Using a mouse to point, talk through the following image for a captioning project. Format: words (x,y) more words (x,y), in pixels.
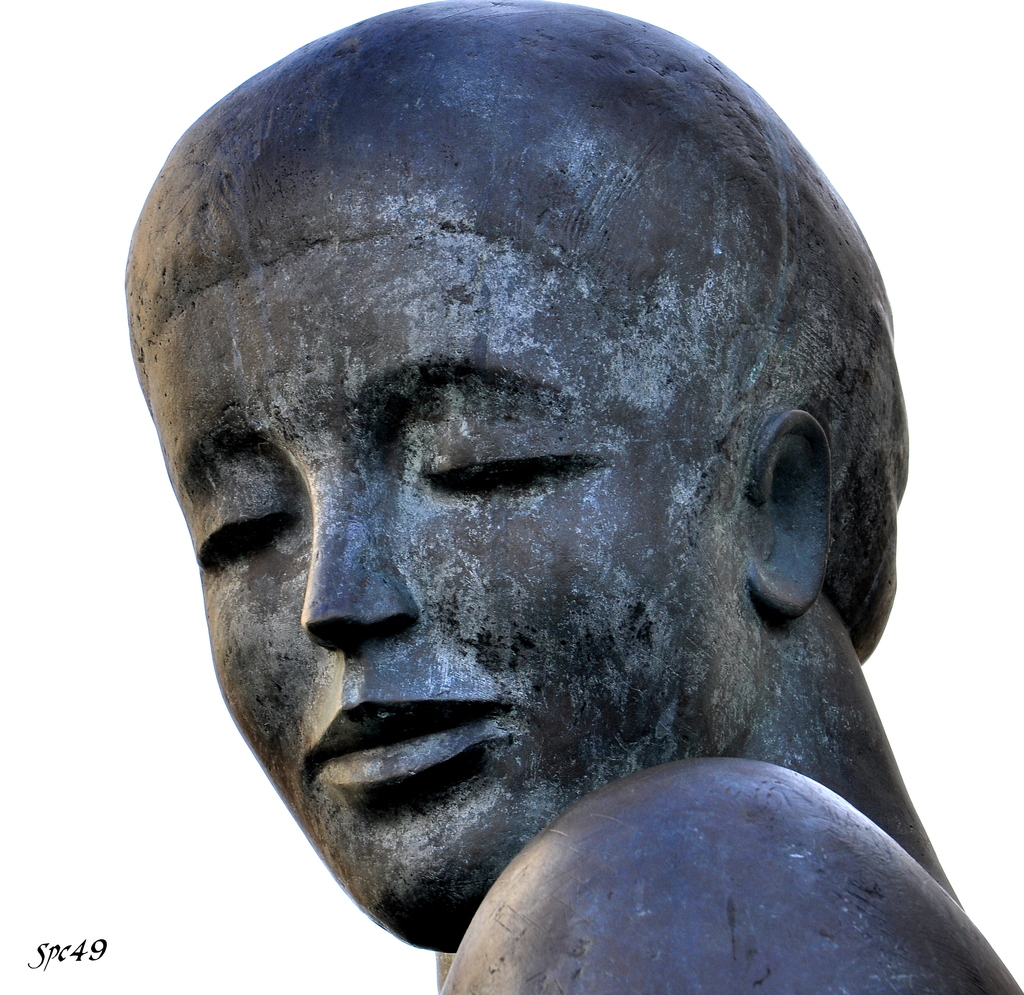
In this image we can see a statue (496,794). The background (52,16) is in white color. We can see watermark (65,954) in the left bottom of the image (54,964).
